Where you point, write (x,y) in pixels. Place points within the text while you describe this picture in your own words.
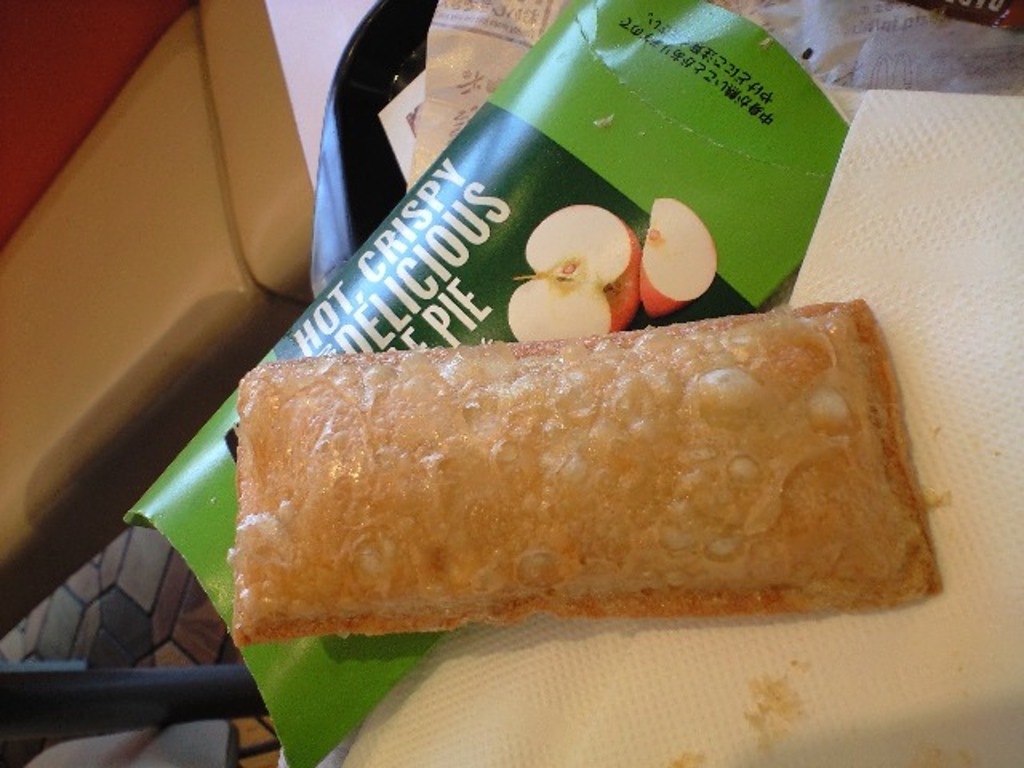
In this picture I can see food (613,604) and a napkin (984,149) and I can see wrapper (472,137) in the tray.
